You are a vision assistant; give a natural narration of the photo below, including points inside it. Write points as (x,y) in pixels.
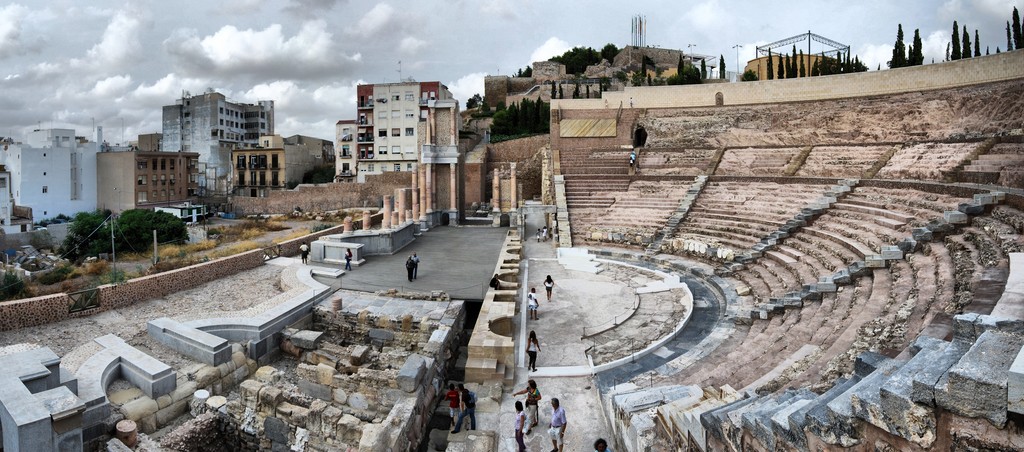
At the bottom of the image (339,357) there are stone walls (349,331), pillars (427,196), and few people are standing on the floor (417,250). At the right corner of the image (975,149) there are stones steps (900,320) and above the steps (689,354) there are trees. In the background (384,133) there are buildings (119,201) with walls (207,198) and windows (411,116). Also there are many trees (519,116). At the top of the image (50,79) there is a sky (228,67).
